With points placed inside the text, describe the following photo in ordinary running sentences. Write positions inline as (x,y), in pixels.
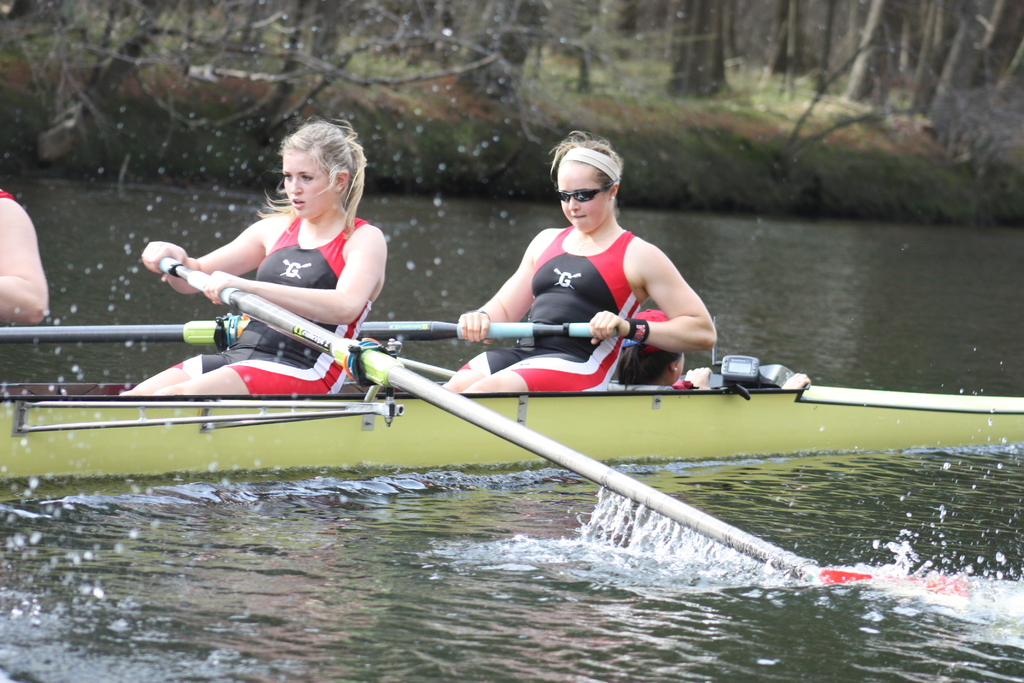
In the picture we can see water (449,576) and on it we can see a boat (379,462) which is yellow in color with three persons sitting in it and riding it with a stick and behind them we can see a grass surface (407,133) with dried plants (258,78) and trees (847,99).
